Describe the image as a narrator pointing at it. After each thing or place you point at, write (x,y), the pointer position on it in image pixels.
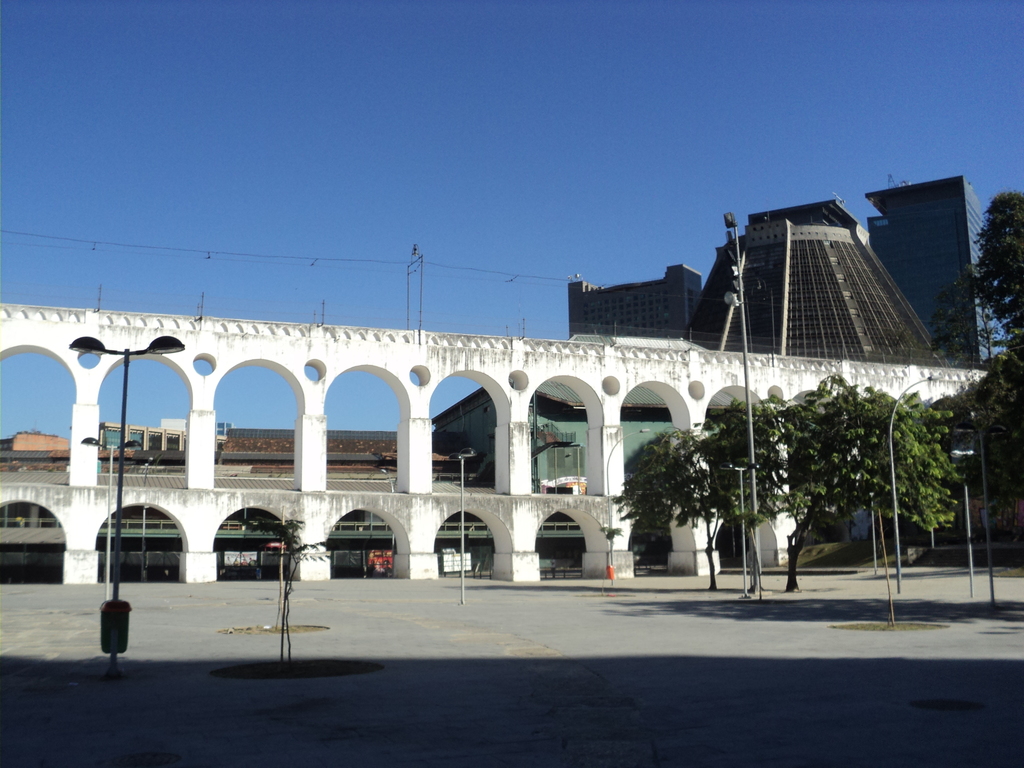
In the foreground of this image (498,673), there is the road (508,742), trees (912,491), poles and the plants (299,551). In the background (671,365), there is an arch wall (245,364), buildings (772,265) and the sky (469,126).
